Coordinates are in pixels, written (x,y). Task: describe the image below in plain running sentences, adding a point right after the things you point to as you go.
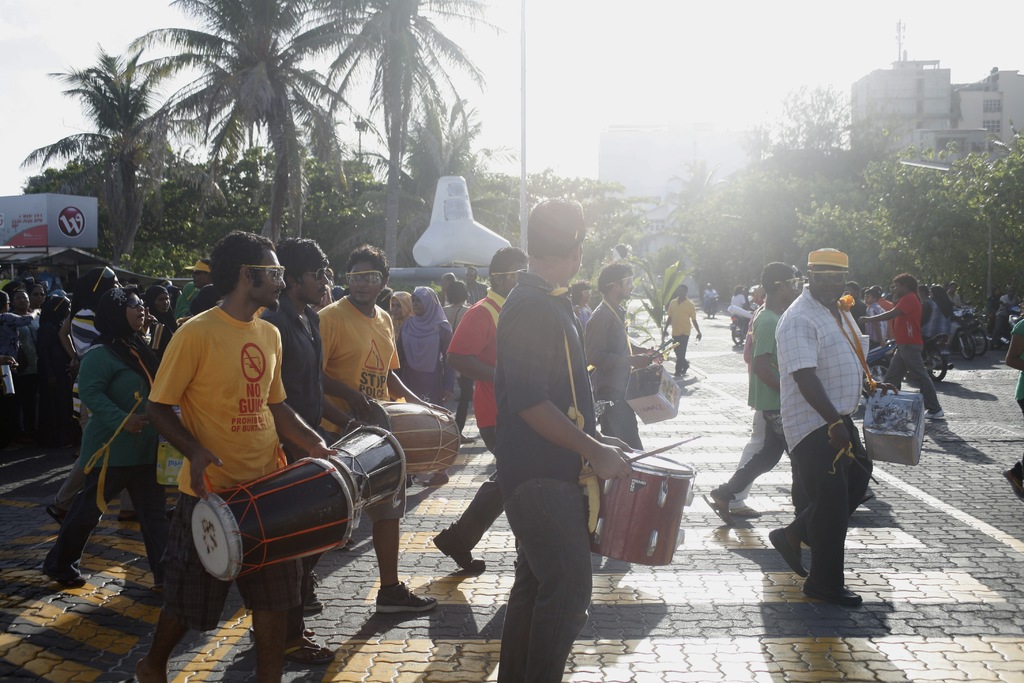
In this image there are many people (500,382). In the background (393,141) there are trees (399,137), building (907,107) and sky (697,106). On the right (795,341) there is a person (814,441) he wear shirt (836,377), trouser (817,477) and shoe (786,544).
